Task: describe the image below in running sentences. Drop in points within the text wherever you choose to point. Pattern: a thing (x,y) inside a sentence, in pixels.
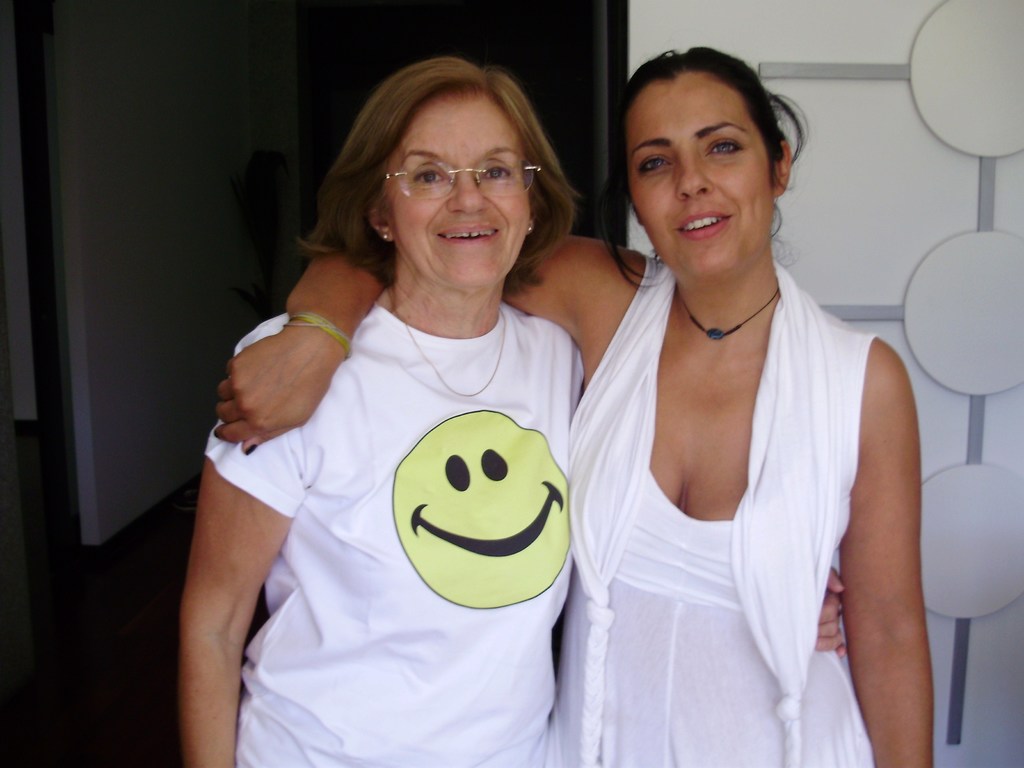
In this image in front (704,234) there are two people (554,354) wearing a smile (704,234) on their faces (687,240). Behind them there is a wall (148,251).
